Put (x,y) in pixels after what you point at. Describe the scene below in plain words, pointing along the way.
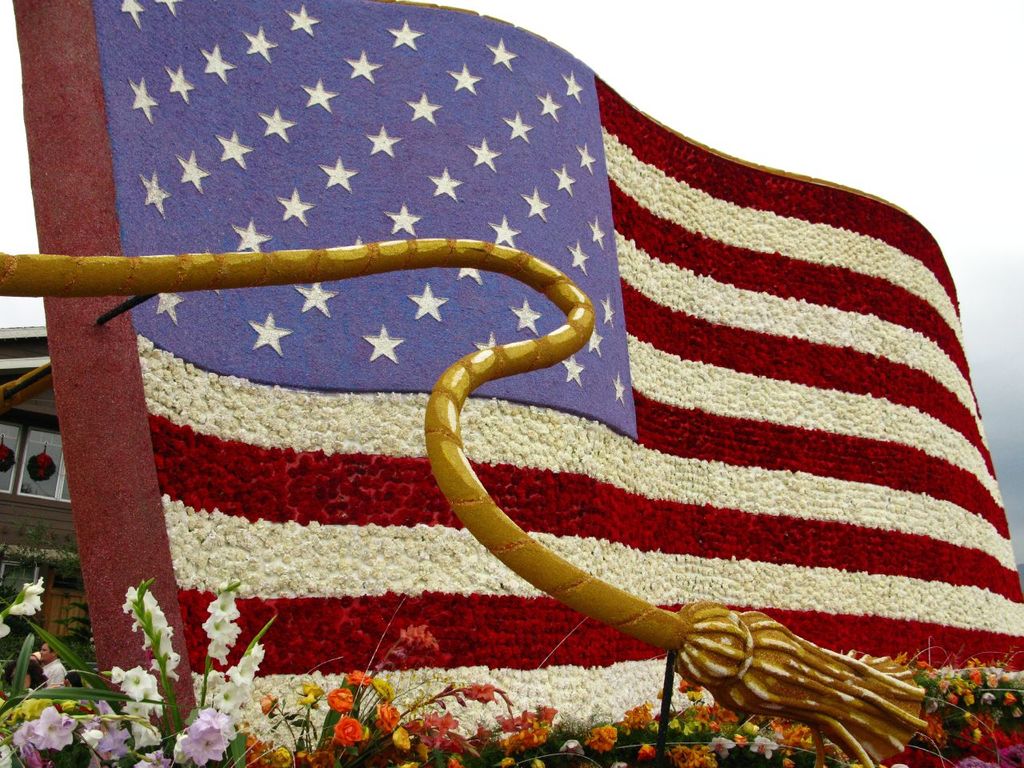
The picture consists of a flag (368,551) made of flowers (646,445). In the foreground (175,738) there are flower bouquets (505,742). On the left (37,482) there is a house (52,459). Sky (695,125) is cloudy.
